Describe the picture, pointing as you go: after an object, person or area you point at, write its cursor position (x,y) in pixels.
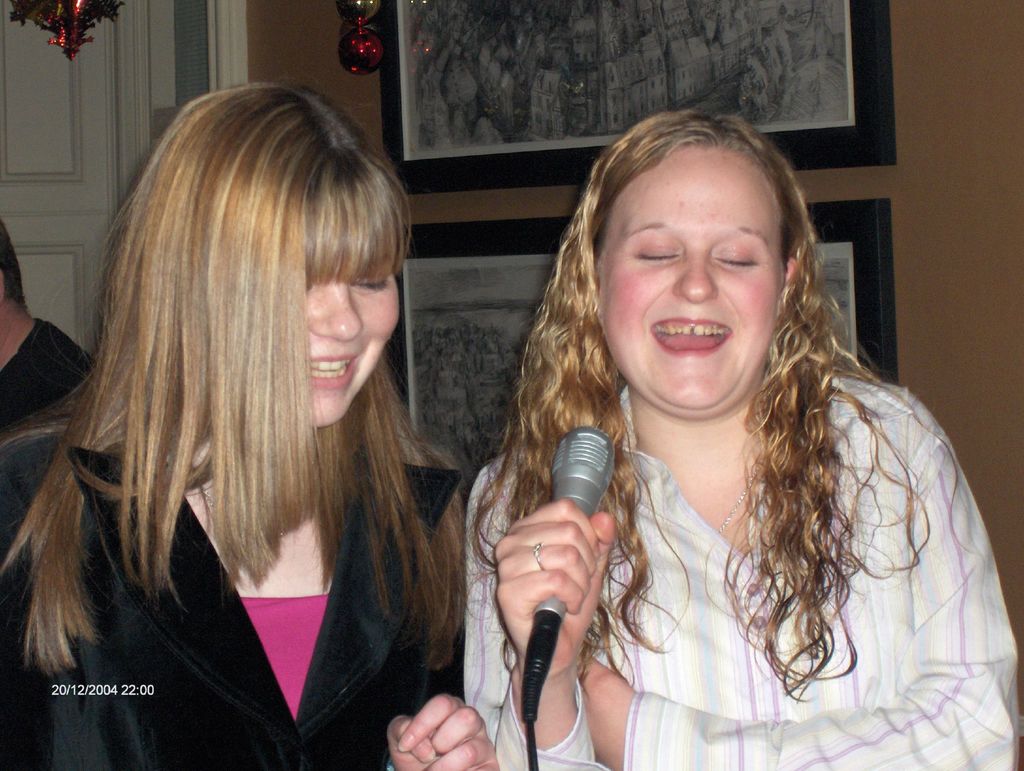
In the image we can see two persons (715,513) were smiling. And the right side (690,366) woman (589,543) she is holding microphone (589,442). And back we can see door (65,299), one person (49,329), photo frames (513,57), wall (324,58) and decorative item (349,36).
